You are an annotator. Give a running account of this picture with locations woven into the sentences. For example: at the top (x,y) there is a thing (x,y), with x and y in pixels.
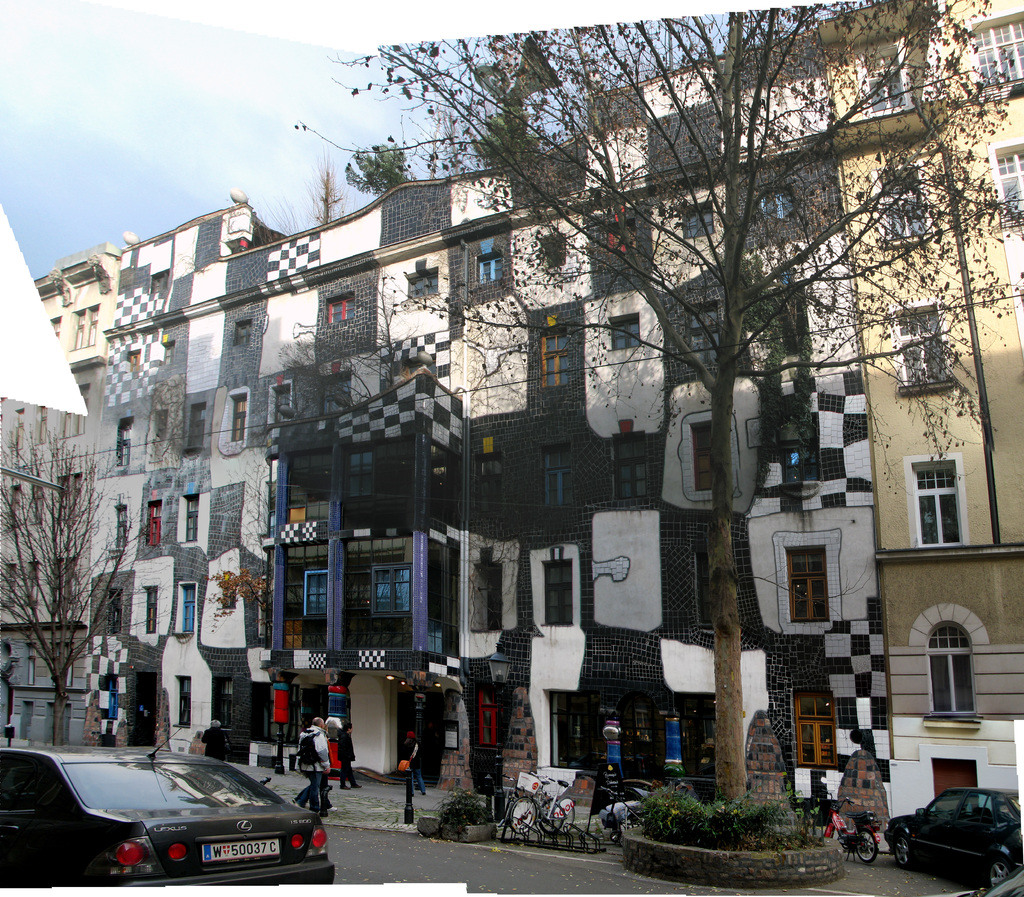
Here in this picture we can see buildings (271,331) with number of windows (904,338) and doors (429,776) present over a place and in the front (287,855) on the road (433,854) we can see cars (311,854) present and we can also see people (319,787) standing and walking and we can see some bicycles (533,777) present and we can also see plants (707,823) and trees (724,777) present and we can see clouds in the sky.
